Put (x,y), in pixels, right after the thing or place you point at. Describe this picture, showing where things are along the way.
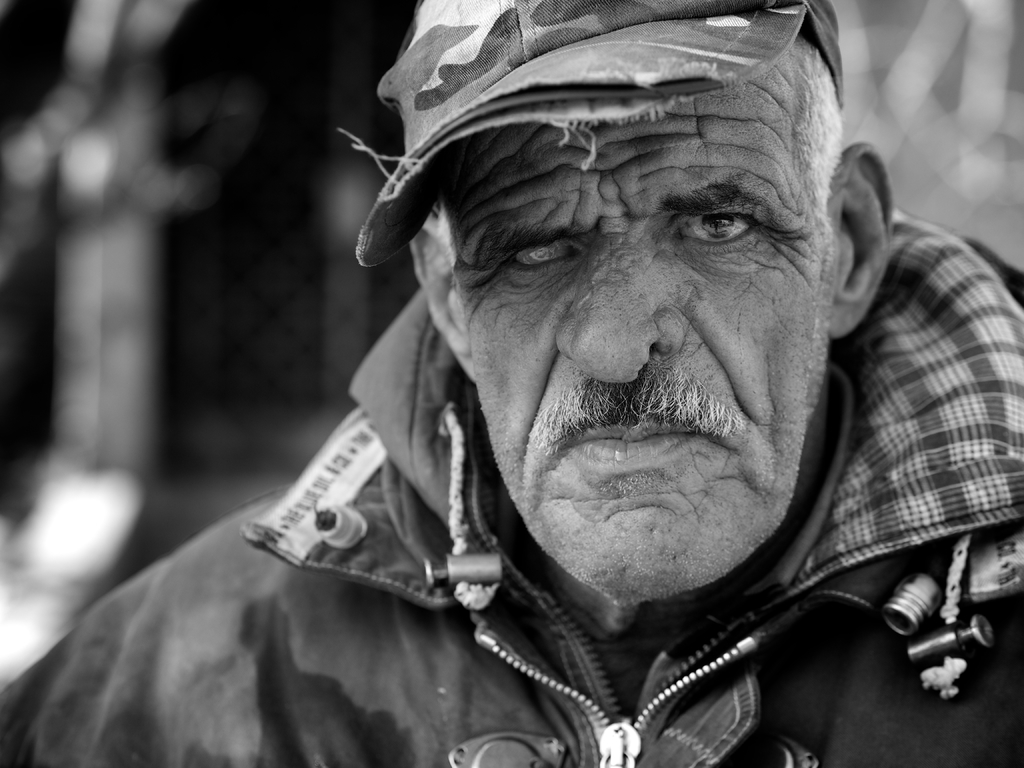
In this picture I can see a man (647,508). The man (655,405) is wearing a cap (575,101) and a jacket (469,538). This picture is black and white in color. The background of the picture (201,260) is blur.
